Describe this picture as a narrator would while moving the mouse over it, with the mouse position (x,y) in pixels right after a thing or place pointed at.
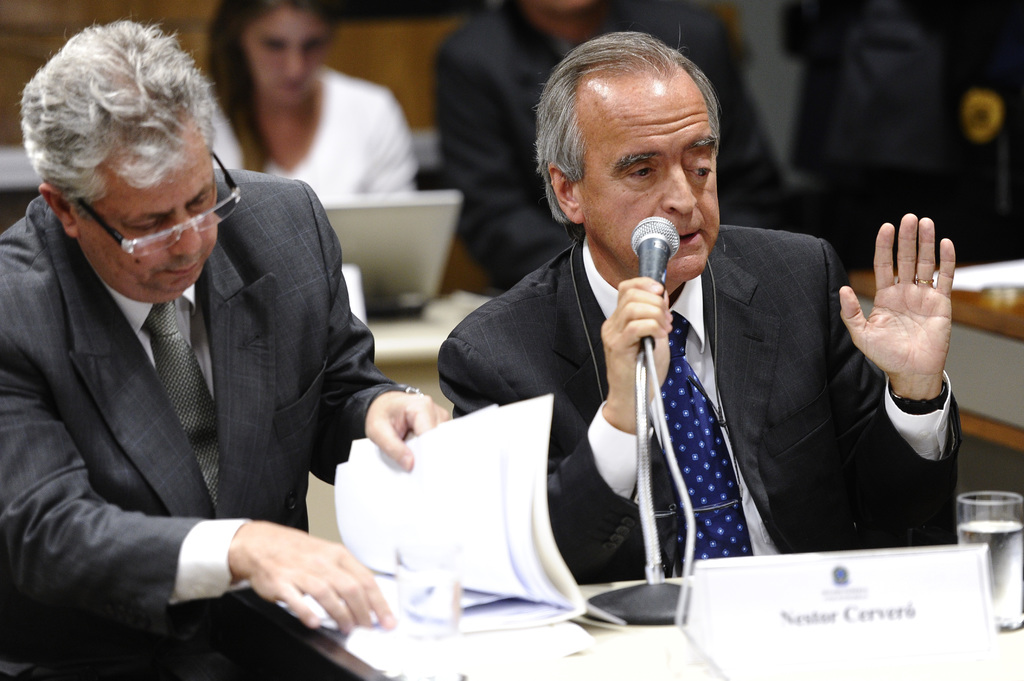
This picture shows a man (302,542) seated and a man (946,408) seated and speaking with the help of a microphone (637,231) and we see a glass (977,516) of water (1020,525) and few papers (484,587) on the table (324,660) and we see few people (603,16) seated on his back.
